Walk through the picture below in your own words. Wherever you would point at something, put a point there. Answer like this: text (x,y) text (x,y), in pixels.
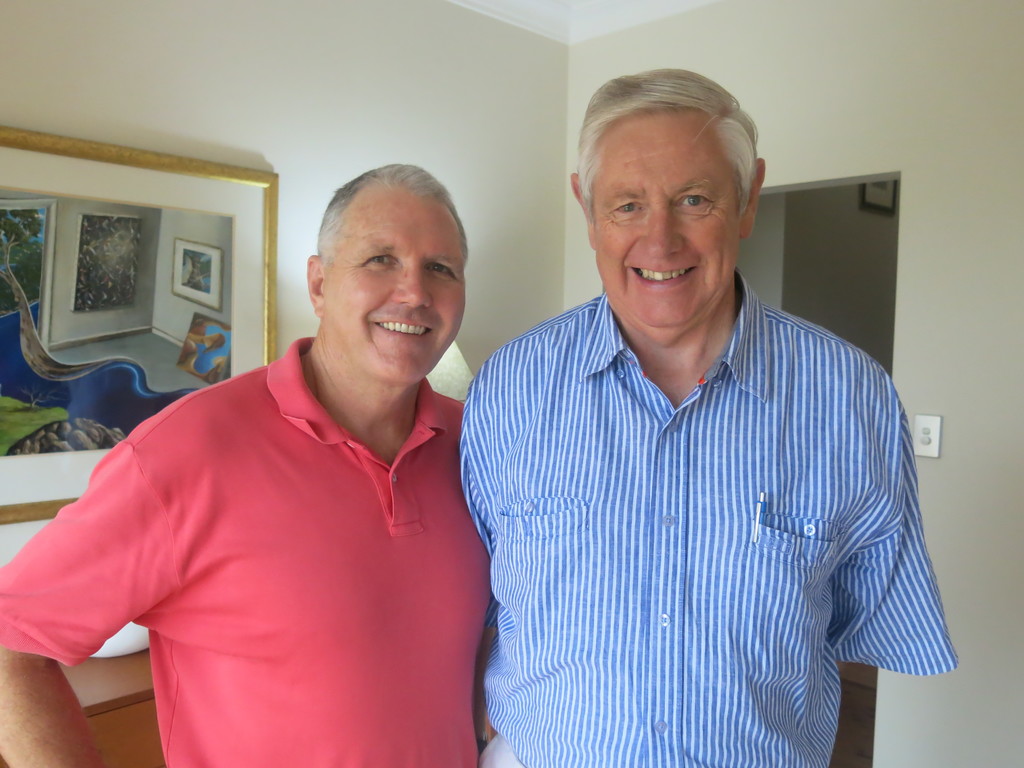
In the foreground of this image (559,727), there are two men (433,734) standing and posing to the camera. In the background (27,292), there is a frame (51,238), a wooden table like an object (106,669), a lamp (450,370), wall (826,21) and an entrance (825,195).
